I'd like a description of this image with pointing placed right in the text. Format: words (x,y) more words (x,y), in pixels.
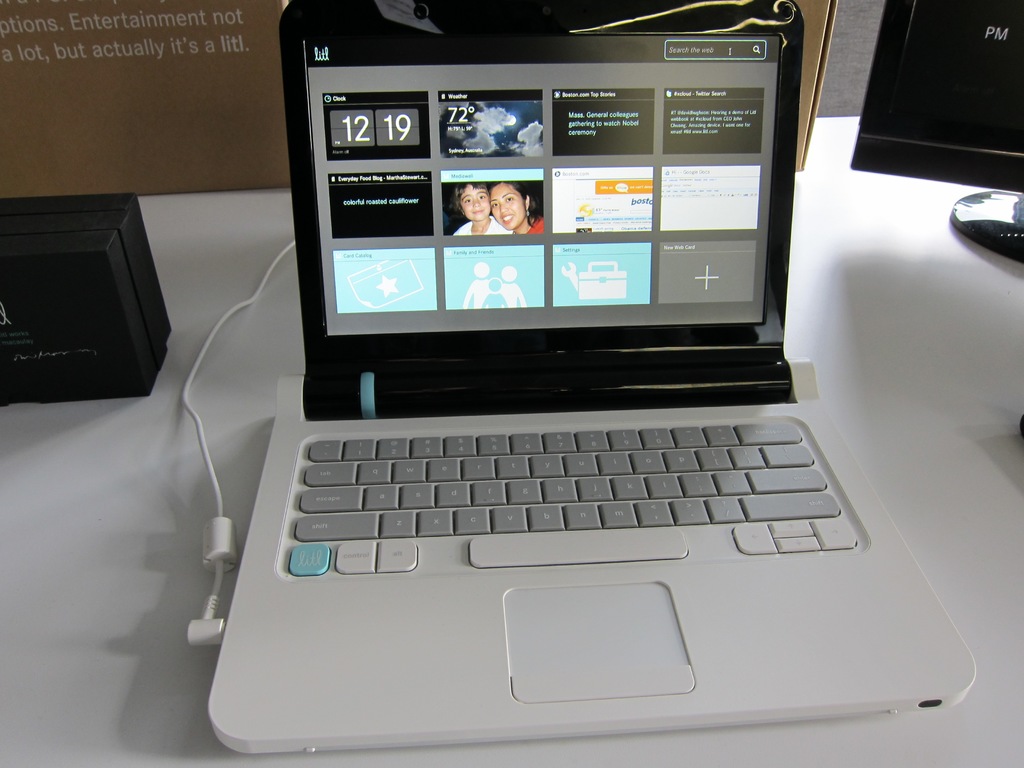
In this picture we can see a laptop (428,288) is placed on the table (155,488) along with few boxes (121,324).
